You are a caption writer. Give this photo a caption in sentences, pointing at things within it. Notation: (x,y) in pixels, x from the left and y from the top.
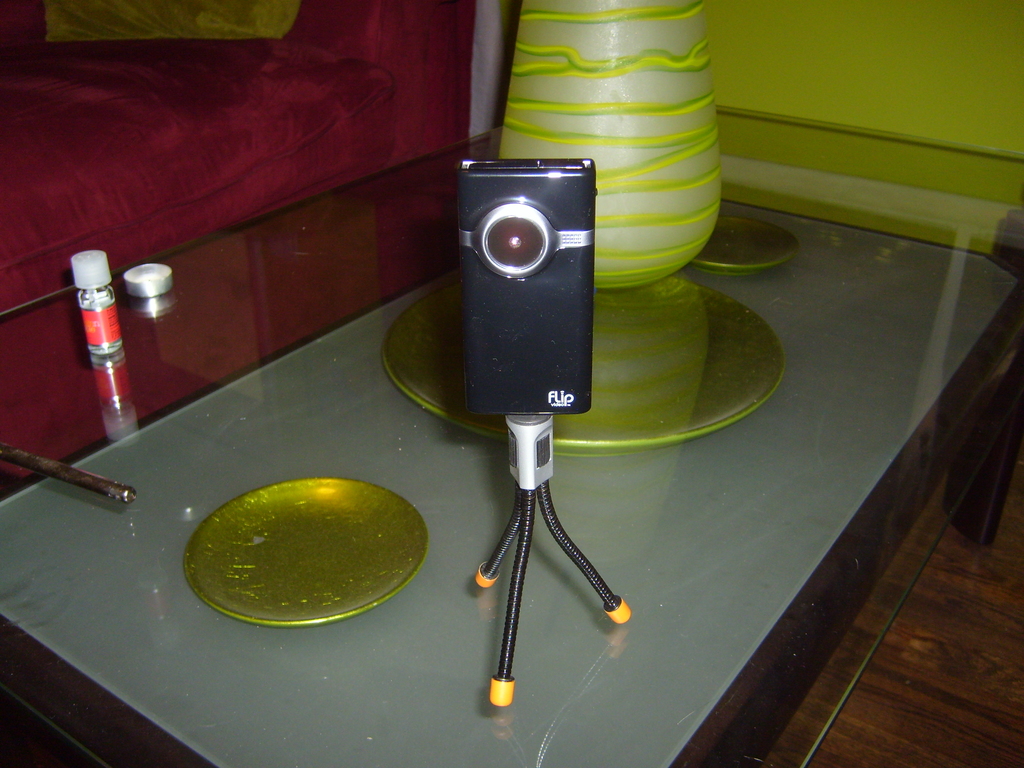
This is a camera (535,368) with a mini tripod stand (498,543), flower vase (676,12), plates (272,518), small bottle (112,318) and few other things (159,273) are placed on the glass table (811,415). At the top left side of the image (216,120), that looks like a couch (187,125), which is maroon in color. I think this is a wooden floor (945,665).
